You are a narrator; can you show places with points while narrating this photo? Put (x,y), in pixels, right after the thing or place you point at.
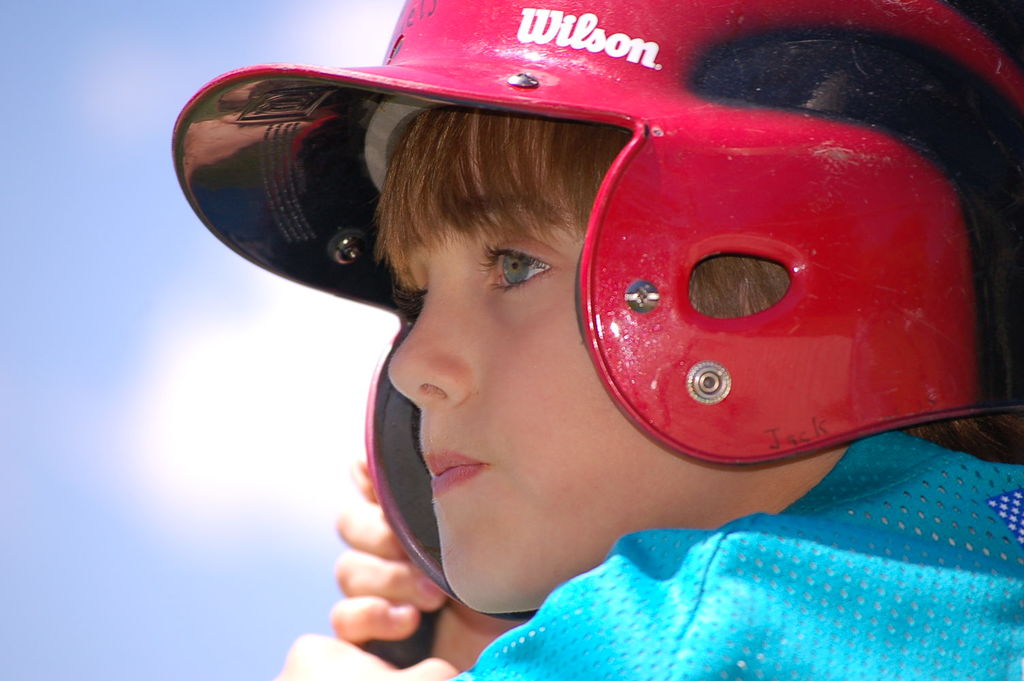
In this image we can see a boy (848,544) with blue shirt (769,542) wearing red color helmet (556,107) holding an object (409,645), in the background (174,423) there is a sky (120,333).
